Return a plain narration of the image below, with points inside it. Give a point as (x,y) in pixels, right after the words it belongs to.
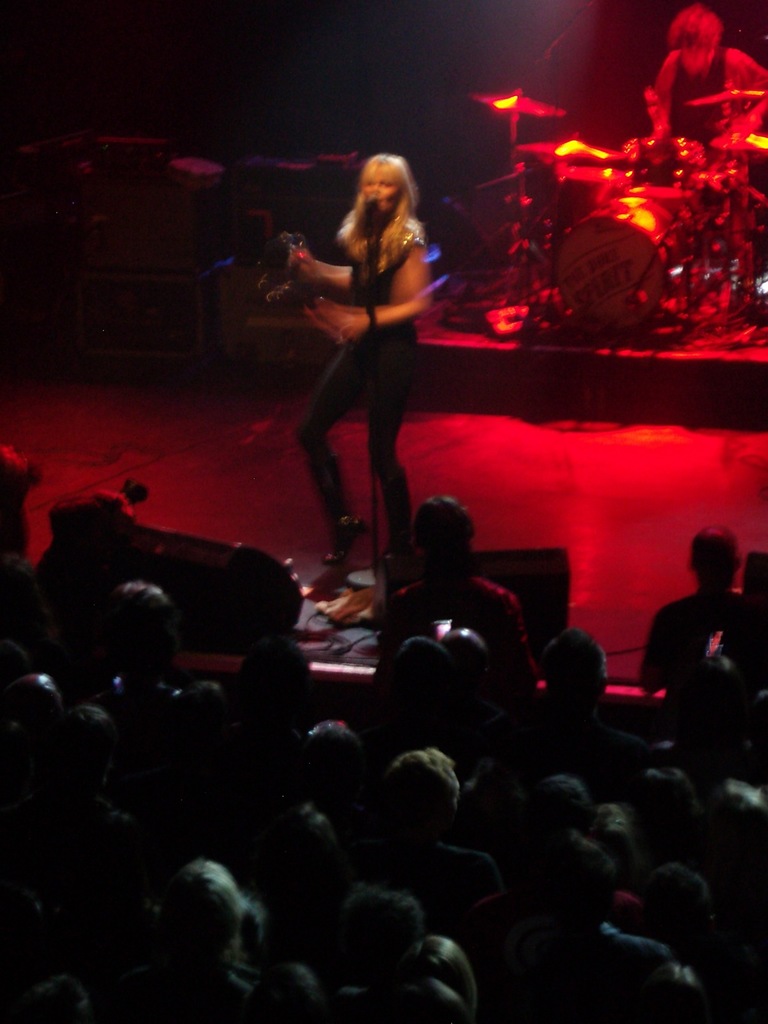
In this picture I can see audience (304,674) and a woman (329,433) singing with the help of a microphone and I can see a man (676,83) playing drums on the dais (507,298).
